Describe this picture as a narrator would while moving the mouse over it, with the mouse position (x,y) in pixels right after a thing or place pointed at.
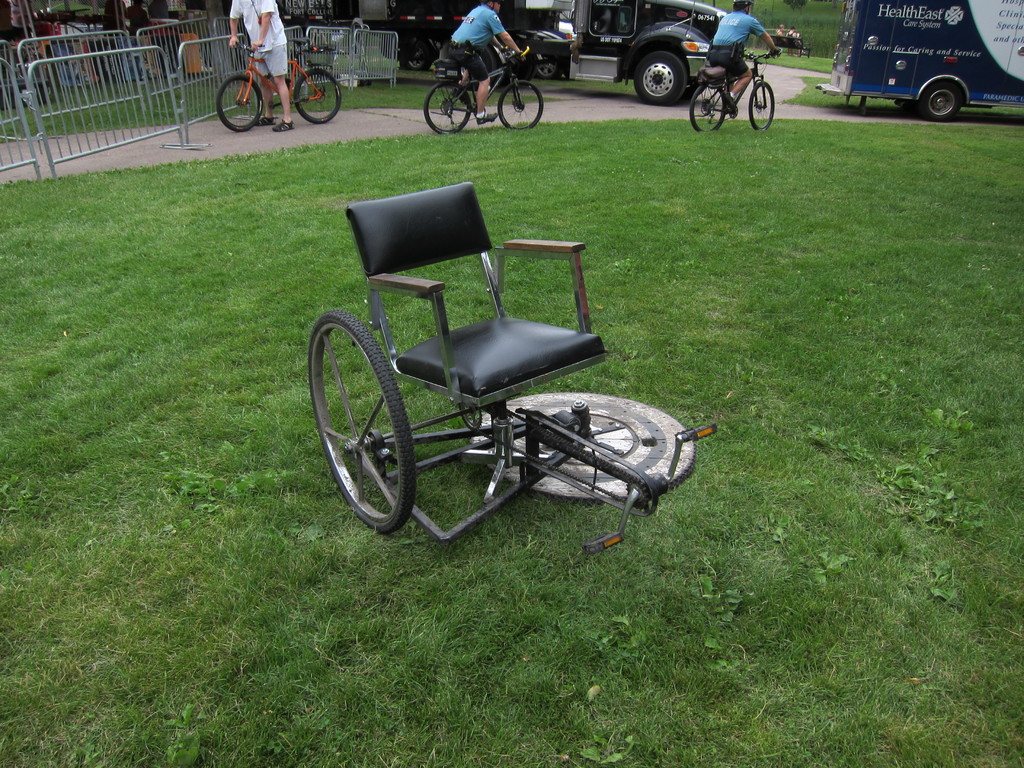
A wheelchair (353,235) with a pedal system (612,541) is on a grass (306,260). There are three men (469,57) with bicycles (237,51) in the background (493,84).
